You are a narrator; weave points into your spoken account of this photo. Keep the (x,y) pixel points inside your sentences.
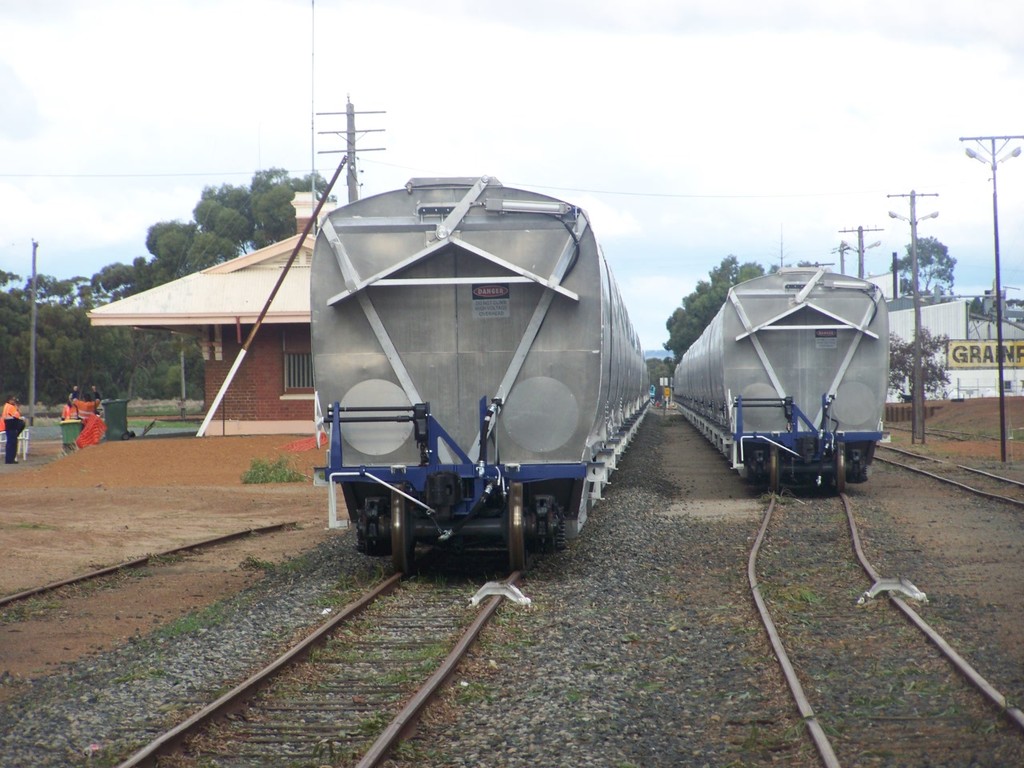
In this image, we can see trains (467,417) on the tracks (329,626) and in the background (104,336), there are some people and we can see sheds (926,303), boards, trees (286,234), some objects (116,412) and poles (912,227) along with wires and there are lights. At the top (579,67), there is sky (507,40).
